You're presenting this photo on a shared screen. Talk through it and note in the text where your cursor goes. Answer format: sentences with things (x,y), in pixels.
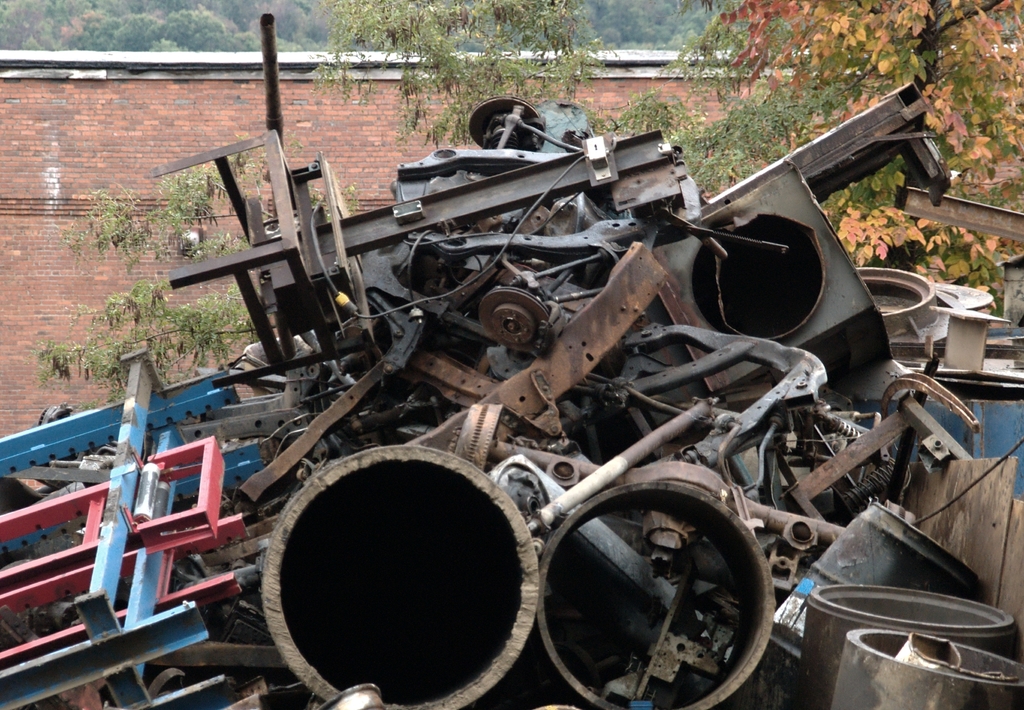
In this picture I can see scrap items (464,430), there is a wall (177,109) and there are trees (777,132).
